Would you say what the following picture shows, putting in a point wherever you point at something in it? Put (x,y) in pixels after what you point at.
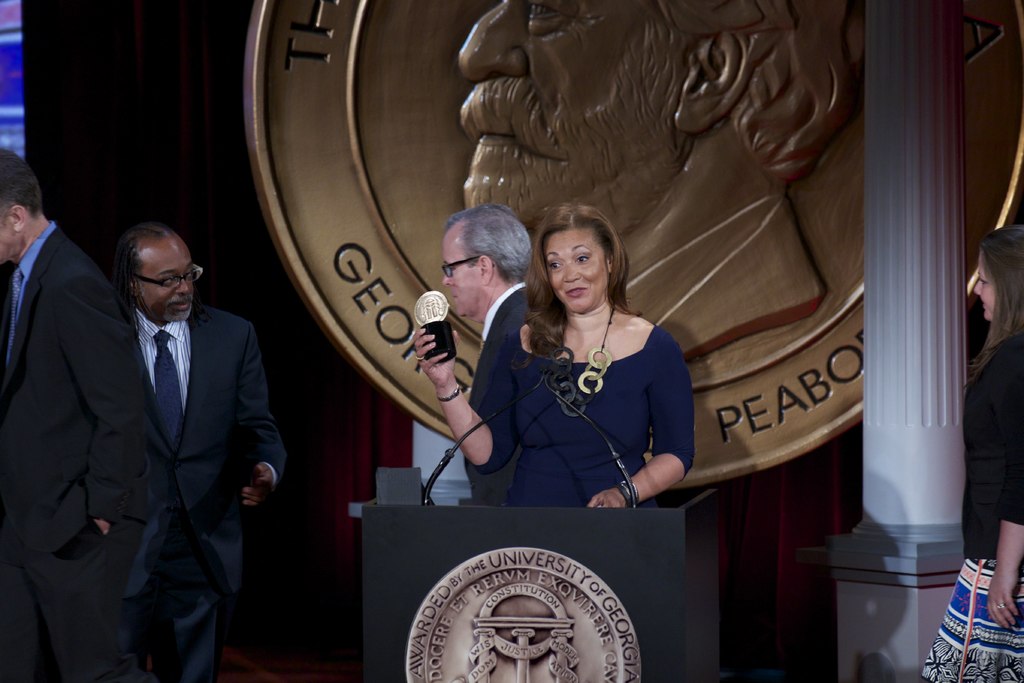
In this picture there is a woman (616,404) standing and holding the object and there are microphones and there is text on the podium (492,530) and there are four people (185,677) walking. At the back (318,230) there is a logo (322,248), there is text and there is a picture (502,2) of a man (656,278) on the logo (738,321) and there might be a pillar (949,395) and there is a curtain (270,312) and there might be a screen (10,137).
